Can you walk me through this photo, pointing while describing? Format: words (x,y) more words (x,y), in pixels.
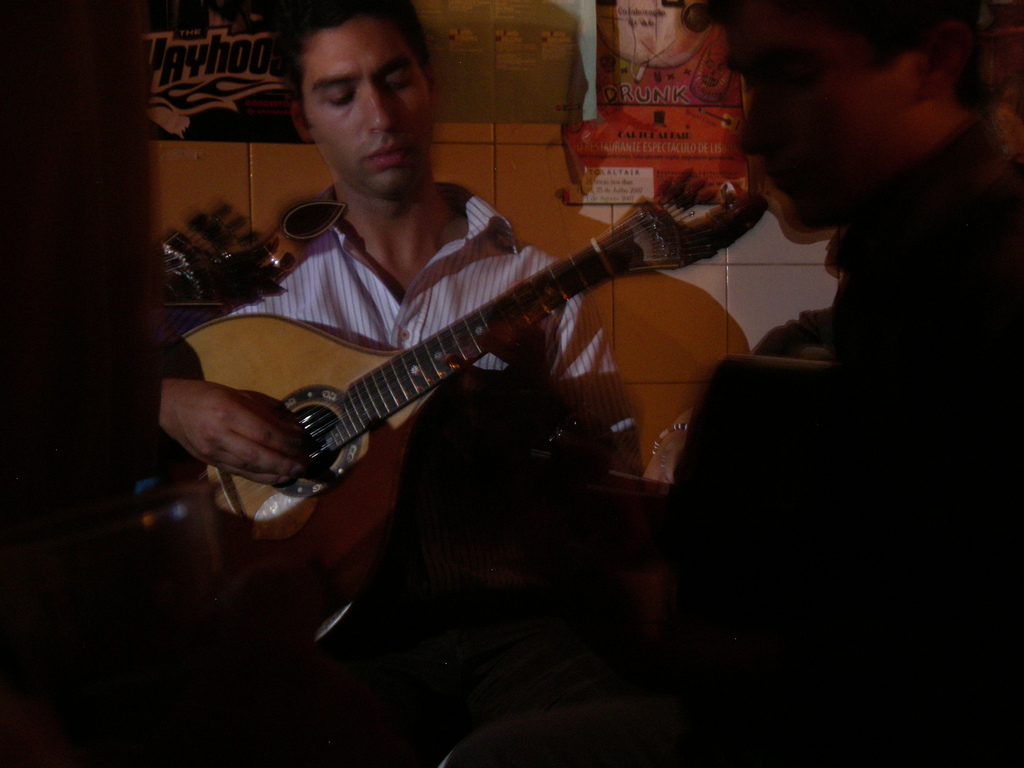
In the image we can see two persons (587,308) were sitting and holding guitar (224,556), In the background (292,156) there is a wall (453,140).
